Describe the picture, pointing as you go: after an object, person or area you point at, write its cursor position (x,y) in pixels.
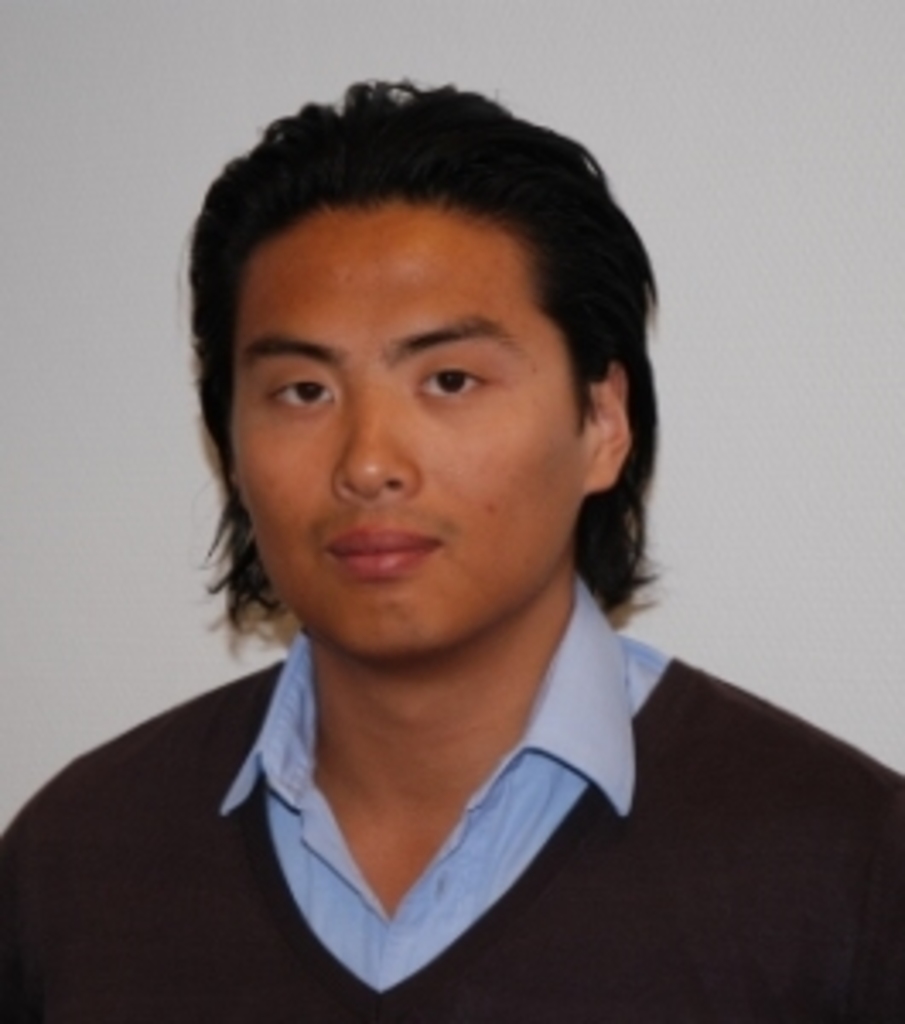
In the center of the image (505,383), we can see a person (465,539) and in the background (684,177), there is a wall (729,355).
